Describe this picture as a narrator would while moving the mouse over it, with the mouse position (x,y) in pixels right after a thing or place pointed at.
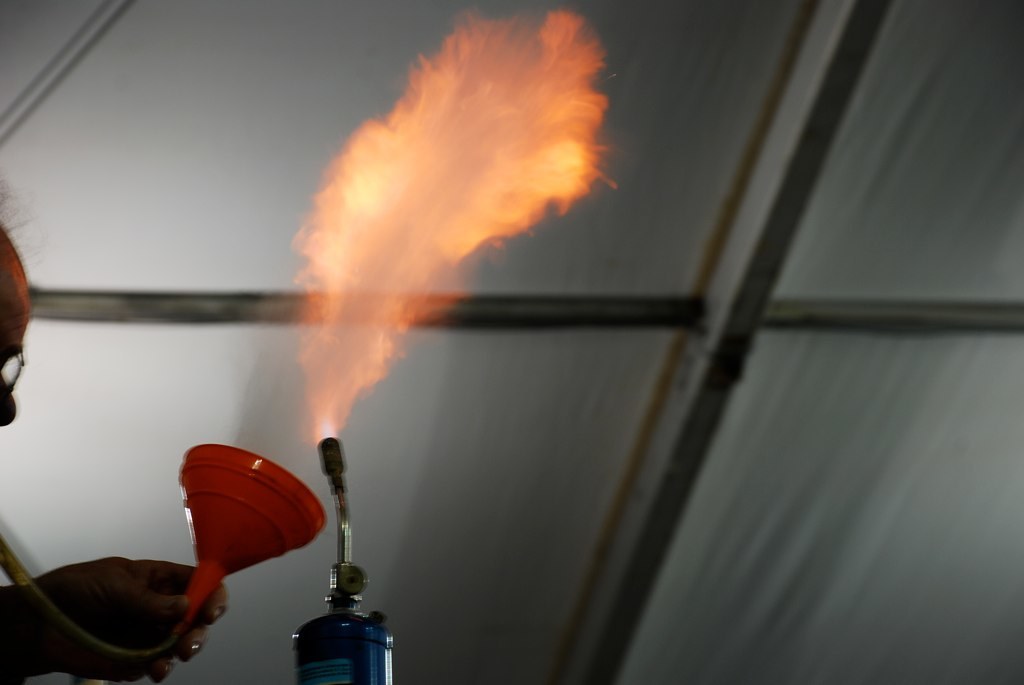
In this image there is a person (77,670) holding red color funnel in the left side (17,265), he is also wearing spectacles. There is a gas torch (324,470) in the foreground (323,453). It might be shed (504,385) in the background (612,389).
